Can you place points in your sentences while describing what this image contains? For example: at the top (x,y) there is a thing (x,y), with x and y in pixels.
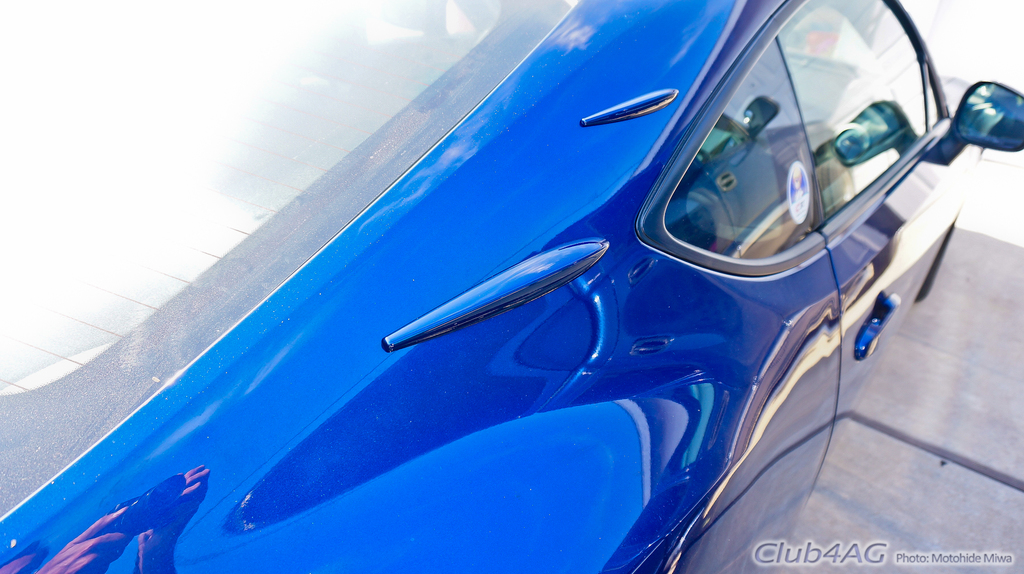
In this picture we can see a vehicle (271,501) on the ground (915,500), in the bottom right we can see some text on it.
